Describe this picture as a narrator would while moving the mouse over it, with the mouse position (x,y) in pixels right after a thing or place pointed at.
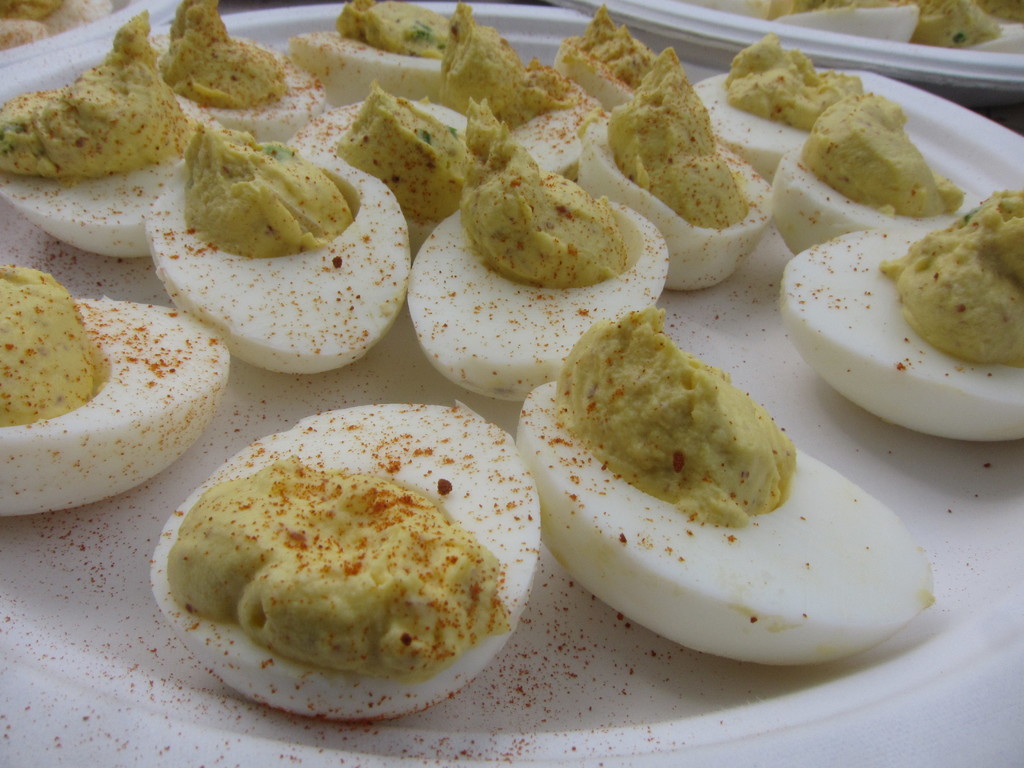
This is a zoomed in picture. In the center (396,373) there is a white color plate (805,713) containing the boiled eggs (453,426) and some food item (361,148). In the background (964,16) we can see the white color platters (120,7) containing some food items (945,13).
